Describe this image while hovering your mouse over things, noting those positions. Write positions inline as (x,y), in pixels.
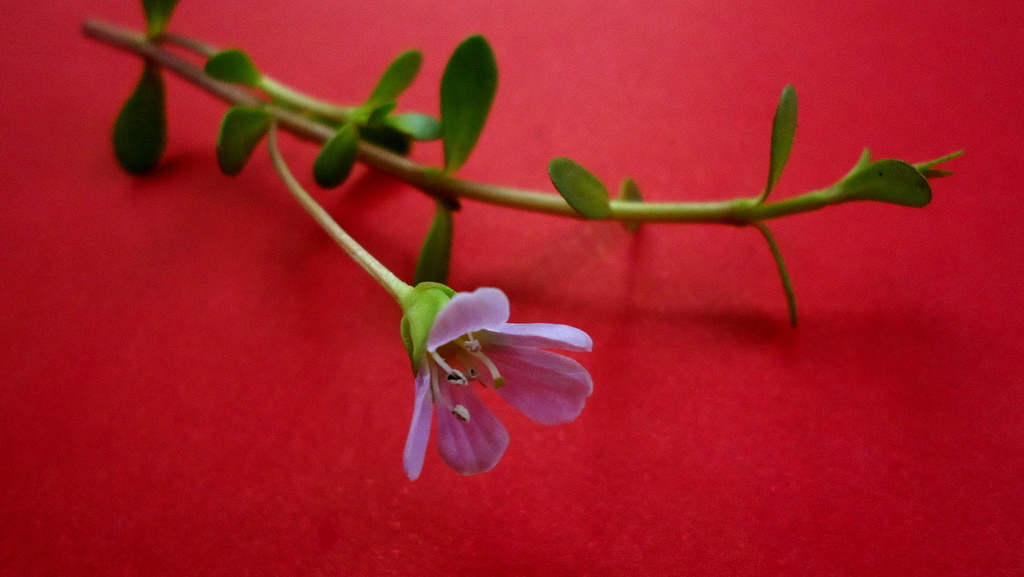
In this image there is a red colored surface (786,341) and in the middle of the image (651,205) there is a stem (366,149) with green leaves (235,114) and a purple colored flower (416,350) on the red colored surface (587,278).
